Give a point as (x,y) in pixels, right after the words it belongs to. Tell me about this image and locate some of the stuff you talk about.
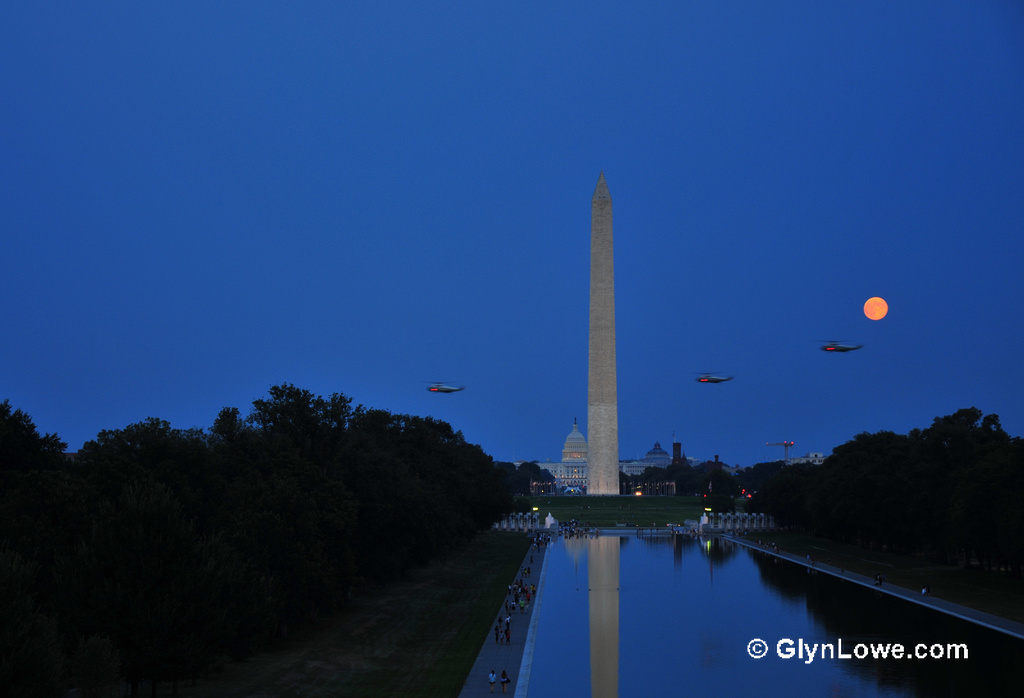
In the image we can see there is a water (583,591) on the both sides there are trees (928,499) and there are helicopters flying in the sky (702,400). Behind there is a building (582,464) and people (491,687) standing on the footpath (500,639).
